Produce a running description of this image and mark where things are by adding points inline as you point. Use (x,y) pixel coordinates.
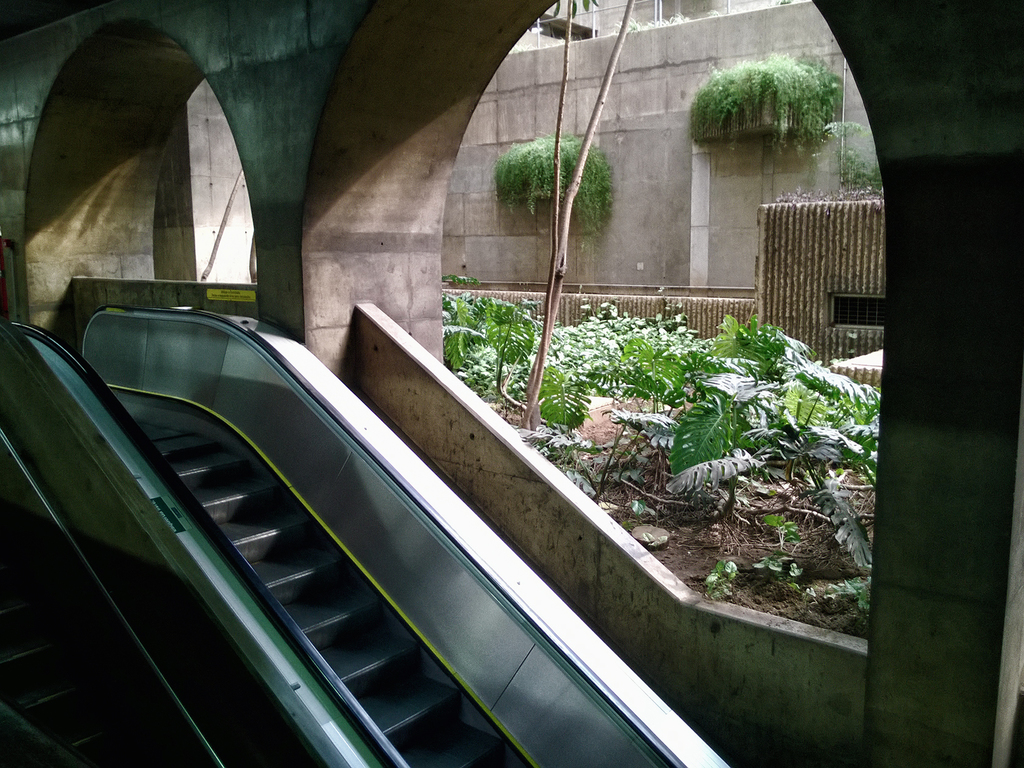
In this image in the center (347,475) it looks like an escalator (280,547), and in the background (551,441) there are some plants (714,460), and, pillars (300,164), wall (409,411) and building (613,13).
